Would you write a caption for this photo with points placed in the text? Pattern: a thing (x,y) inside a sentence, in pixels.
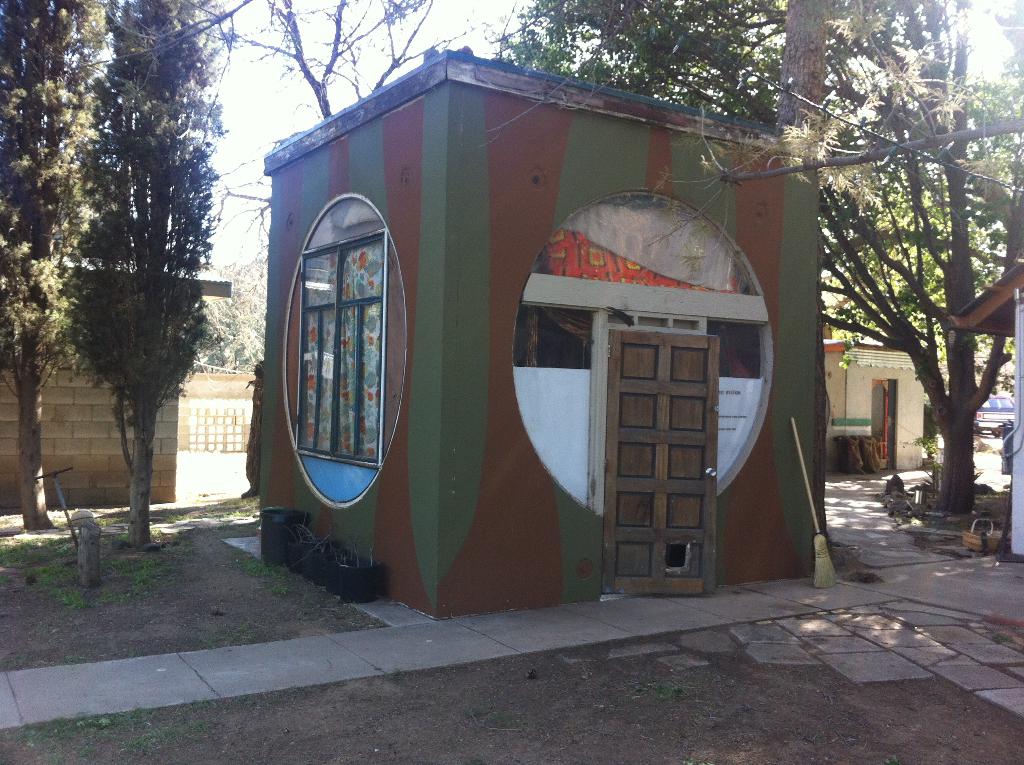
In this image in the center (400,475) there is one house (743,385) and sweeper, some objects (296,545). On the right side (995,370) and left side (31,128) there are some trees (154,423), and in the background (918,402) there are houses (918,402) and wall (205,415). At the bottom (540,647) there is a walkway (858,501).
